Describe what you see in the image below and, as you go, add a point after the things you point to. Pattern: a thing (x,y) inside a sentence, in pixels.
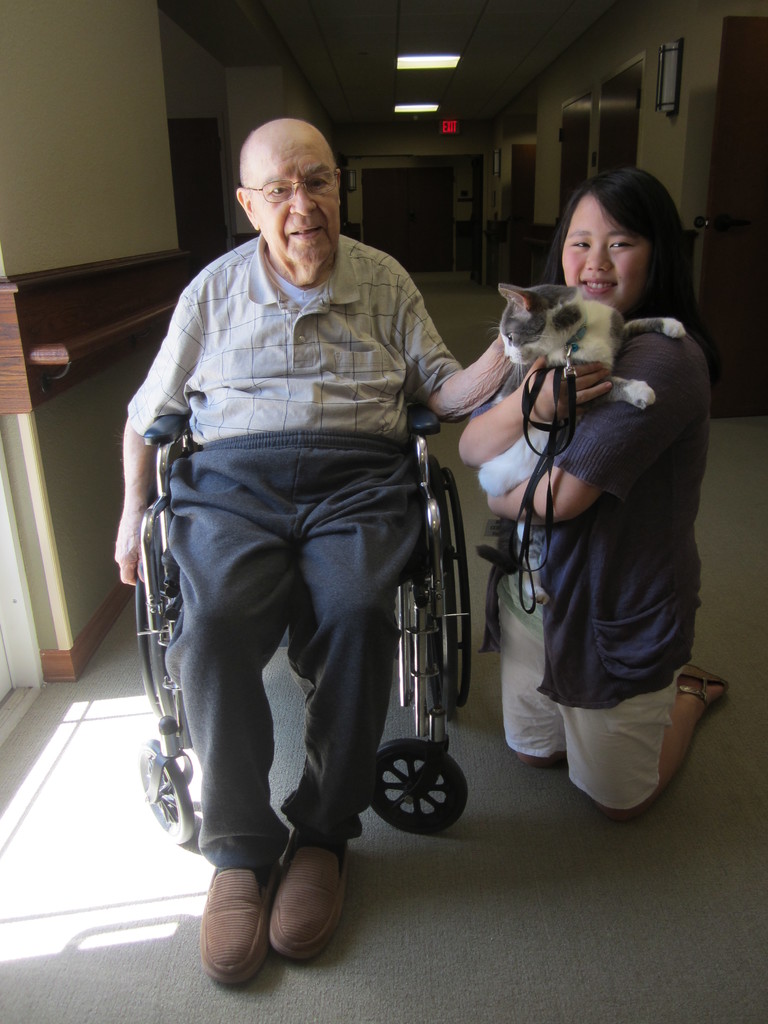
In this image I can see two people (305,258) and one person (673,389) is holding the cat (579,343). These people (357,388) are wearing the different color dresses (554,528) and the cat (544,442) is in white and black color. One person (287,560) is sitting on the wheelchair (416,780). In the back (428,180) I can see the lights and the doors (513,178).
